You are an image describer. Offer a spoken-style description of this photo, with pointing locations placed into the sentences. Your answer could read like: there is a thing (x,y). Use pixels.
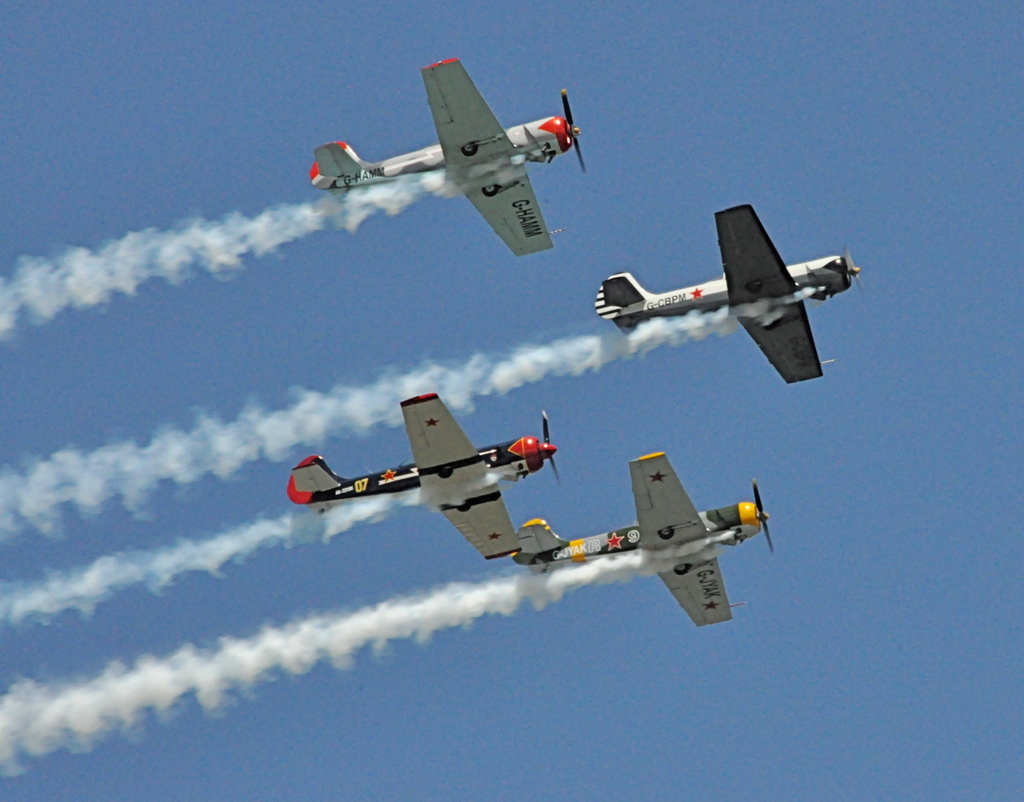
In this image we can see an airplanes (828,284) flying in the sky (725,446), here is the propeller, here are the wings (726,268), at above here is the sky (890,212) in blue color.
